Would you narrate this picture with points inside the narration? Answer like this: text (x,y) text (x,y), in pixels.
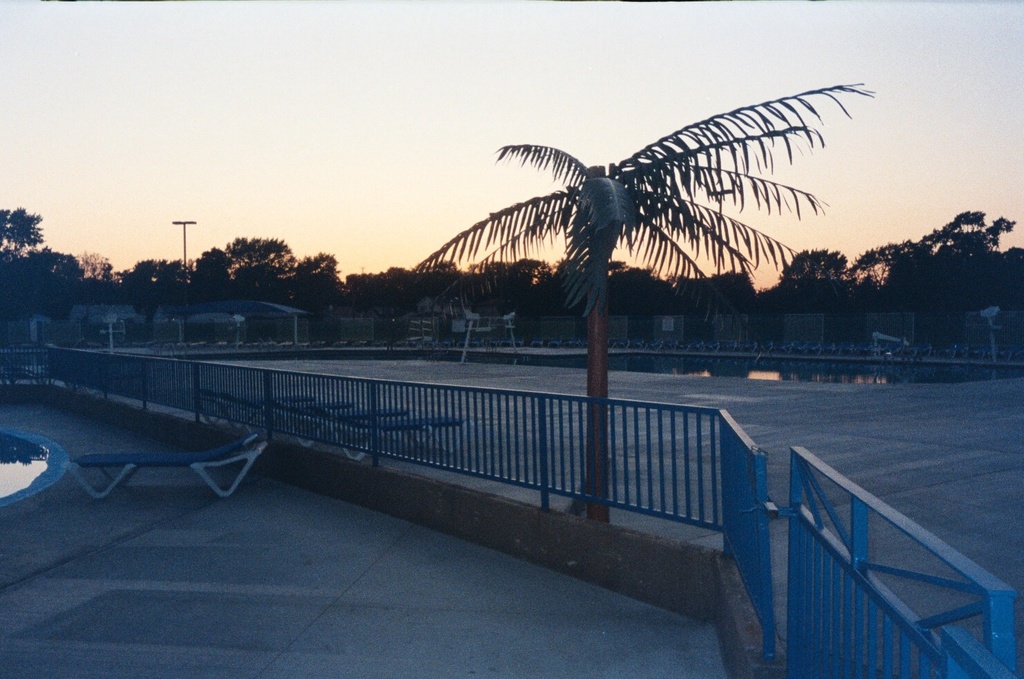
In this image we can see a fence (725,460), tree (587,428) and other objects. In the background of the image (680,338) there are trees (201,274), poles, shelter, water (586,356) and other objects (750,345). At the top of the image (602,67) there is the sky (382,2). At the bottom of the image (465,626) there is the floor (292,660). On the left side of the image (40,447) there is water (40,466).
